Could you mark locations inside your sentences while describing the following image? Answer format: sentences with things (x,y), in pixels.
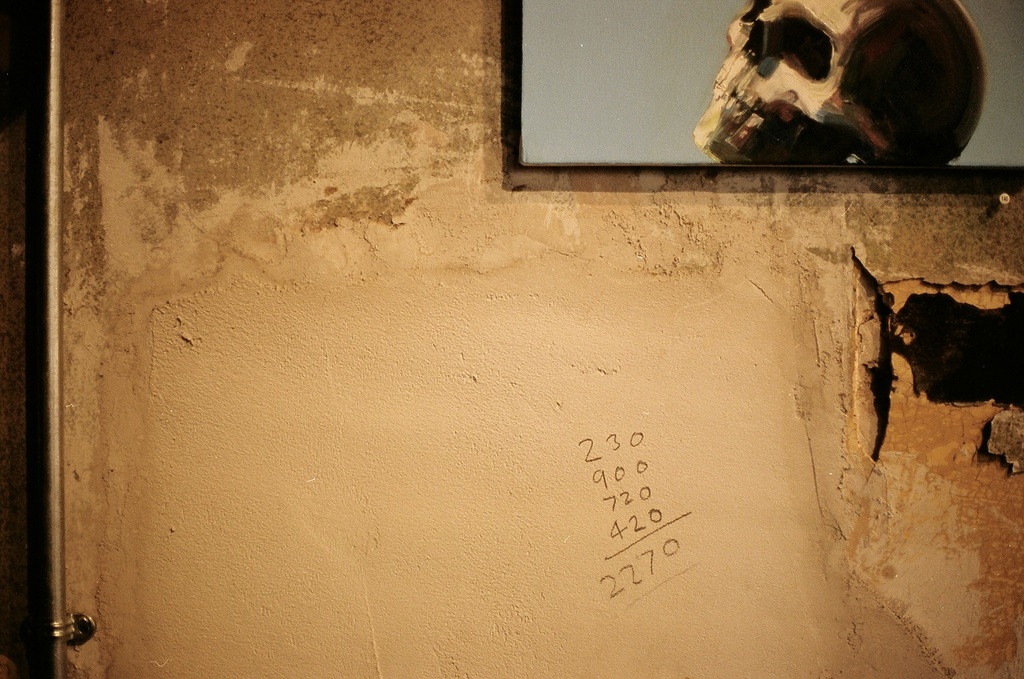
There is a photo frame (636,36) on the wall (262,193), near a silver color pipe (54,332). On the wall (65,512), there are numbers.
